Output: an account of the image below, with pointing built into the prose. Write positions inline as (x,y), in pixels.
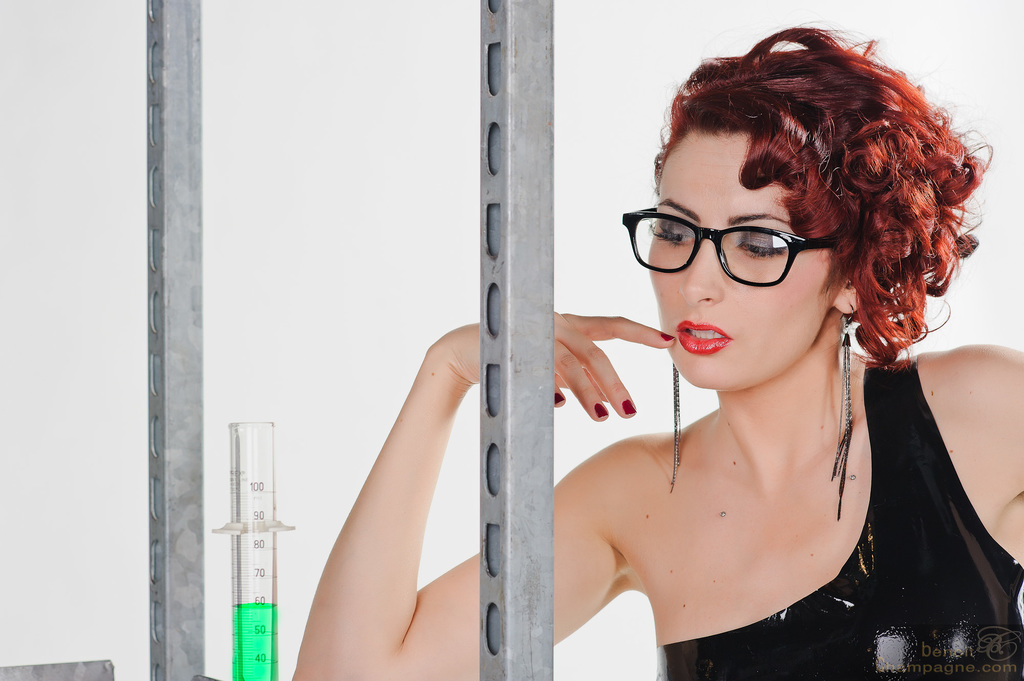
In this picture I can see 2 rods (200,116) in front (184,12) and on the right side of this picture (756,362) I can see a woman (793,419), who is wearing black dress (992,558) and I can see a test tube (234,510) on the left side of this picture (270,638), in which there is green color liquid (258,627). I see that it is white color in the background (449,155).
